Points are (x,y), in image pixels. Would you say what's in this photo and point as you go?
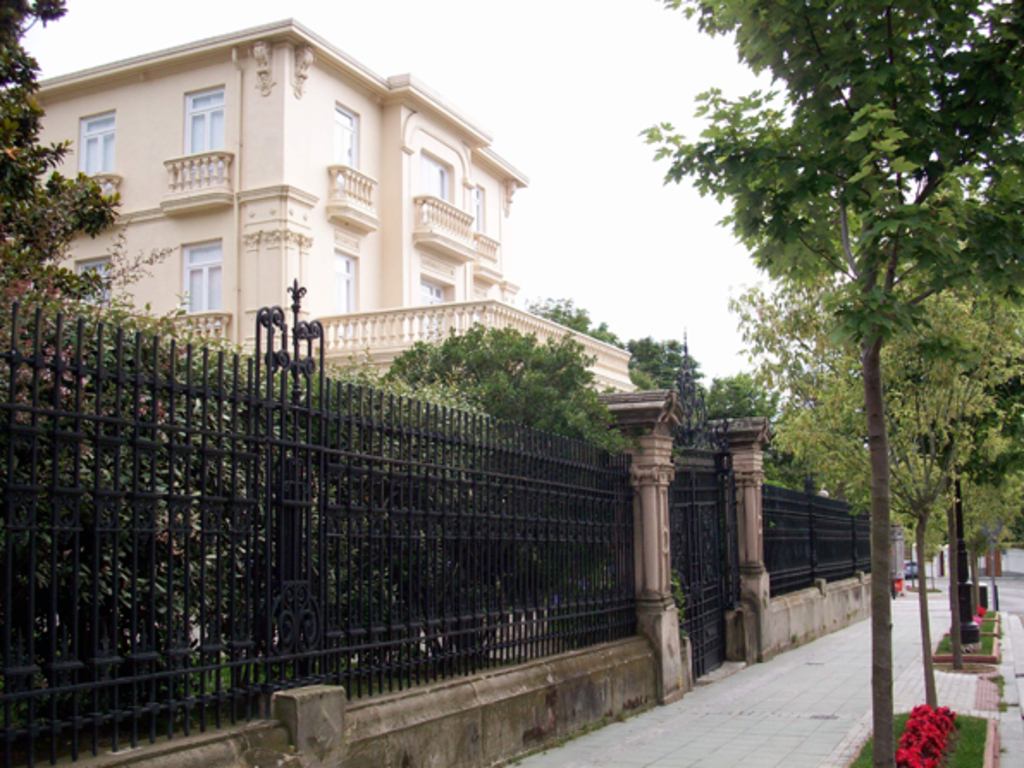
On the right (833,647) there are trees (928,655), plants (931,714), grass (957,725) and footpath (686,754). Towards left (157,256) there is a building (404,237) and there are trees (446,375) and railing (559,569).
